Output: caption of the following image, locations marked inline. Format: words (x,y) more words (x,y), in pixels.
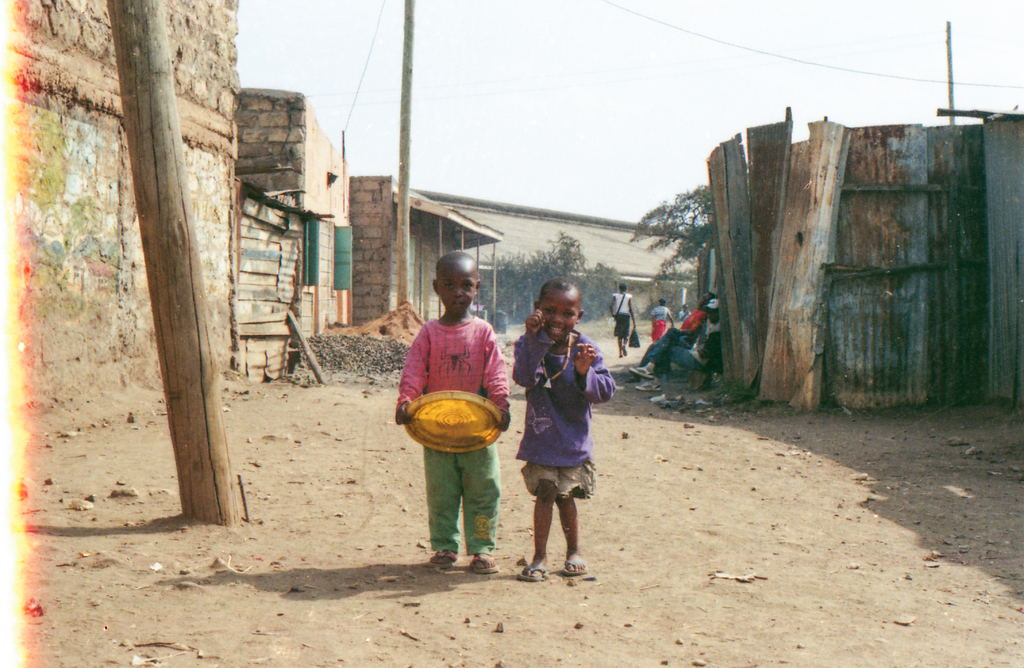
In this image I can see two kids (541,389) are standing in the middle (556,388). At the back side (601,281) there are trees (603,279) and there are houses (495,260) on either side of this image. At the top (592,100) there is the sky (590,108).
